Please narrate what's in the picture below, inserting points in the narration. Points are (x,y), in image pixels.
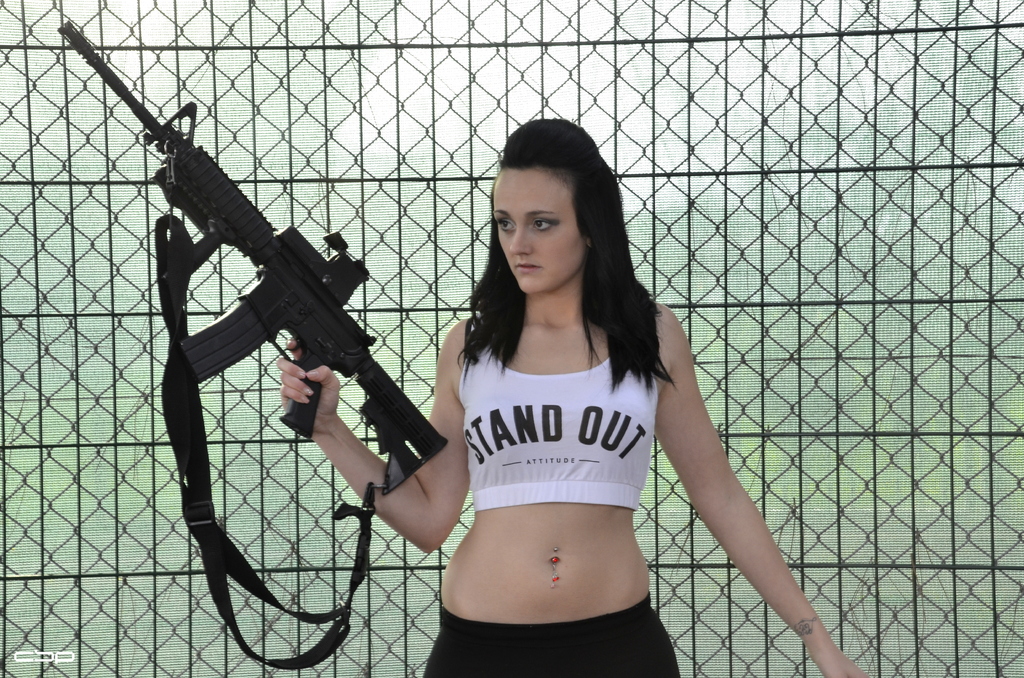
In the center of the picture (573,262) we can see a woman (516,286) holding a gun (338,370), behind her there is fencing (345,118).
